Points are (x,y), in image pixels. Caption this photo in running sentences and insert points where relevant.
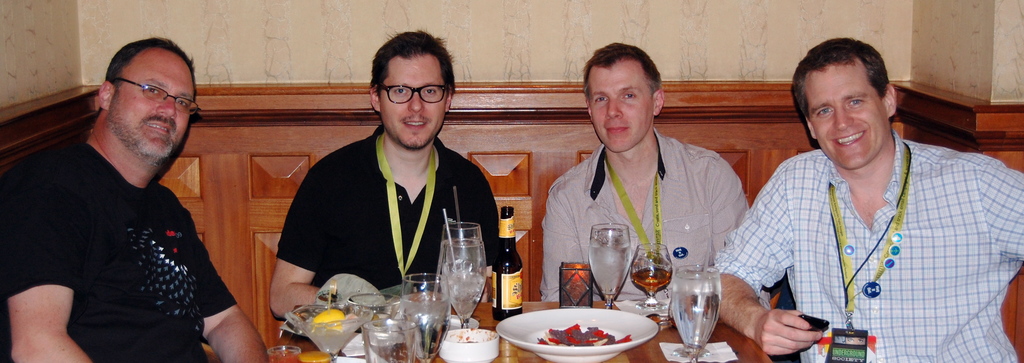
This image consists of a table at the bottom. On that there are glasses (468,319), bowls (606,350), plates (599,320), cups (622,257), bottles (519,305), eatables (553,337). There are 4 persons (80,335) sitting around the table (639,357).
